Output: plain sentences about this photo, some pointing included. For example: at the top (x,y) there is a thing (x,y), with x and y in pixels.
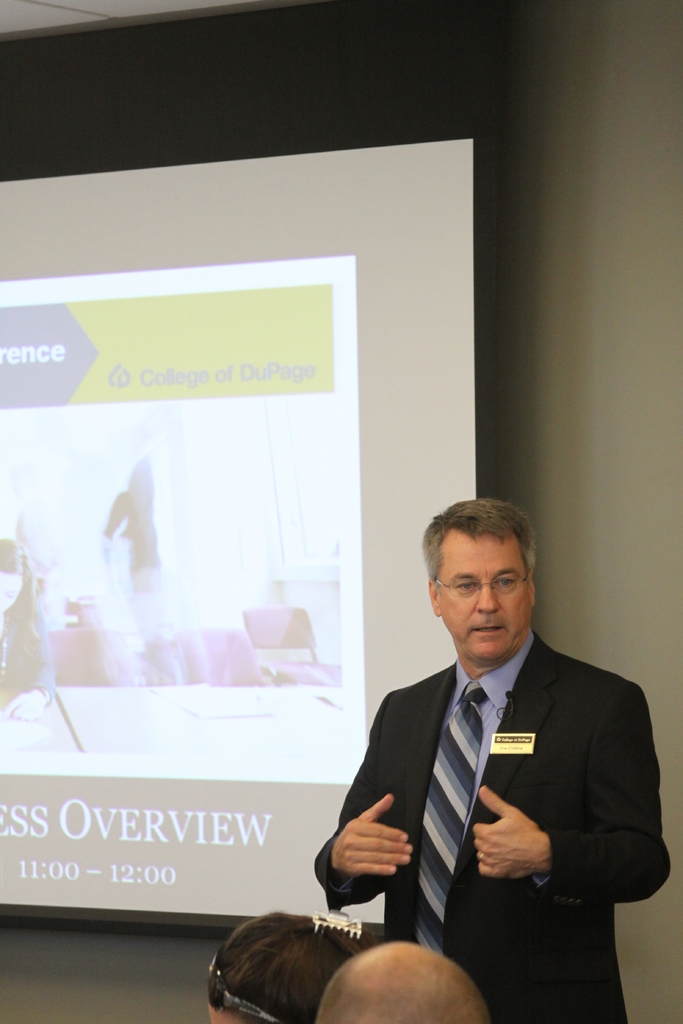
This image is taken indoors. In the background (618,381) there is a wall (573,398) and there is a projector screen (221,766) on the wall (600,282). At the top of the image (62,18) there is a ceiling (177,4). At the bottom of the image (314,971) there are two people (302,968). On the right side of the image (543,642) a man (502,771) is standing and talking.
